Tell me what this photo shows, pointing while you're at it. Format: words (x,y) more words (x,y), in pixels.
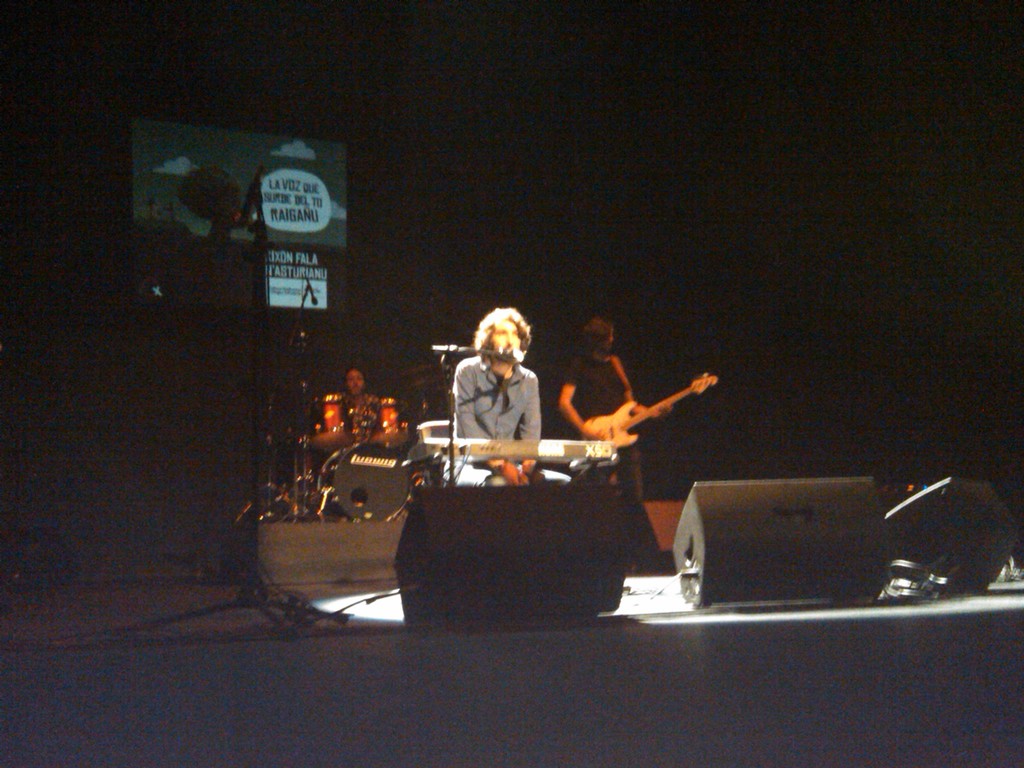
In this picture we can see few people (458,381), they are playing musical instruments (518,448), in front of them we can see microphones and speakers (832,516), behind them we can see a hoarding (228,261) and we can find dark background (741,266).
